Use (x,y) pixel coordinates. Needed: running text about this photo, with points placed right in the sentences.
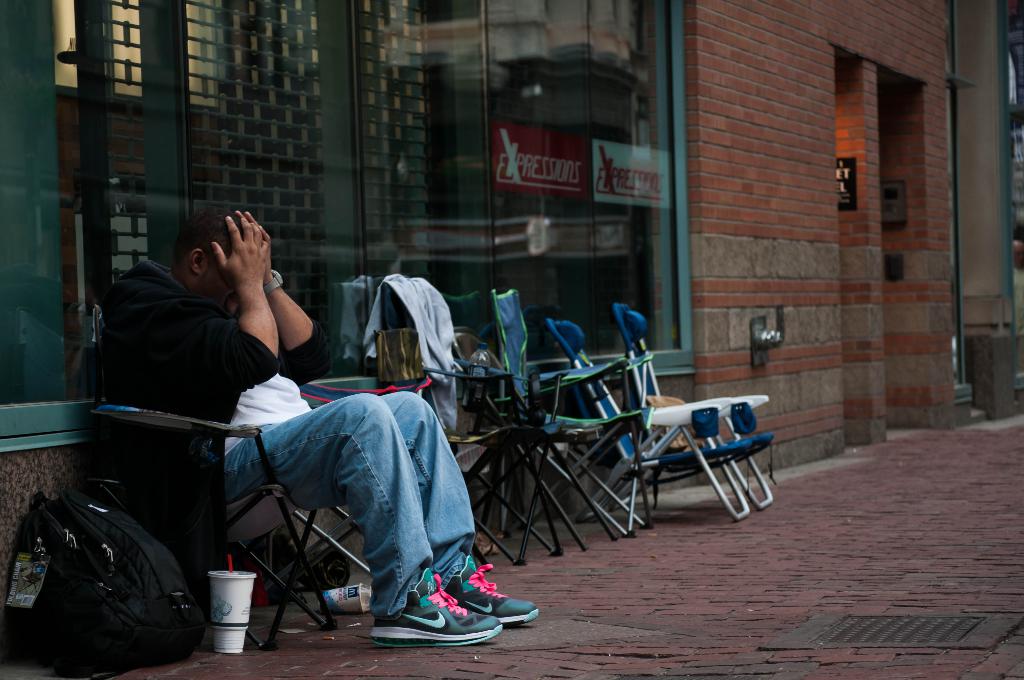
In this image we can see many chairs (538,494) and we can see a person (373,558) sitting on a chair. Behind the chairs (551,376) we can see a glass (565,133) and a wall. In the bottom left (55,556) we can see a bag (136,649) on the surface (214,649). On the glass (616,220) we can see posters (519,141) with text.
